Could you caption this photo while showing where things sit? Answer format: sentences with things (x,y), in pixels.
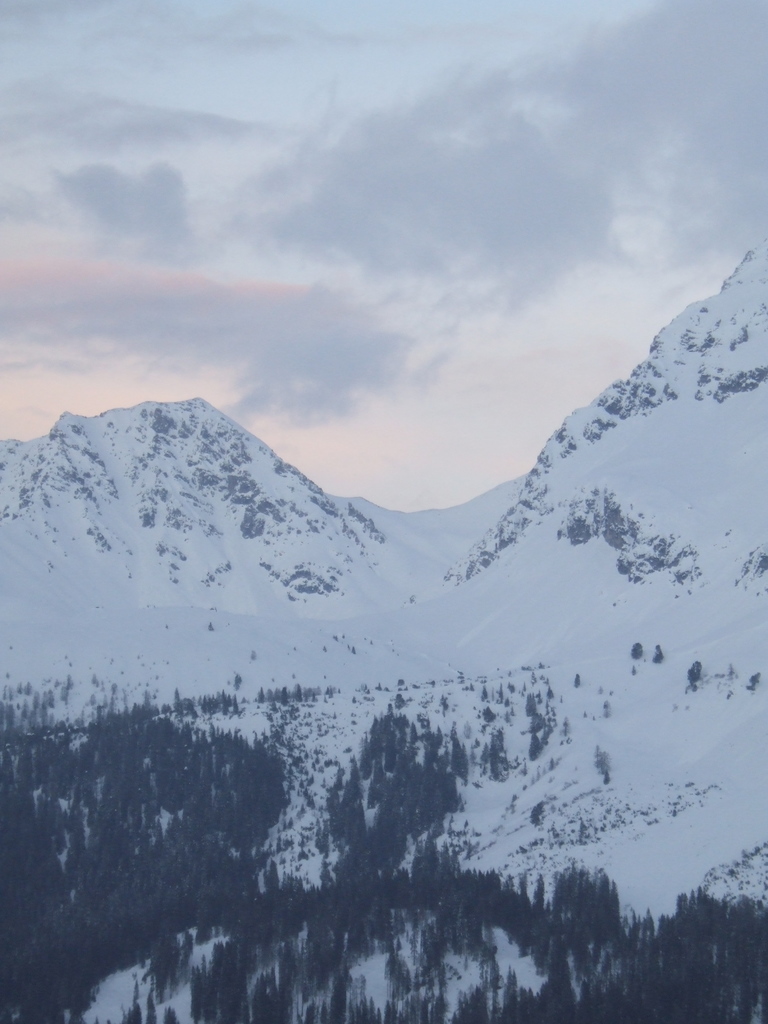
In this image we can see sky (258,265) with clouds (243,329), mountains (305,636) and trees (111,858).
